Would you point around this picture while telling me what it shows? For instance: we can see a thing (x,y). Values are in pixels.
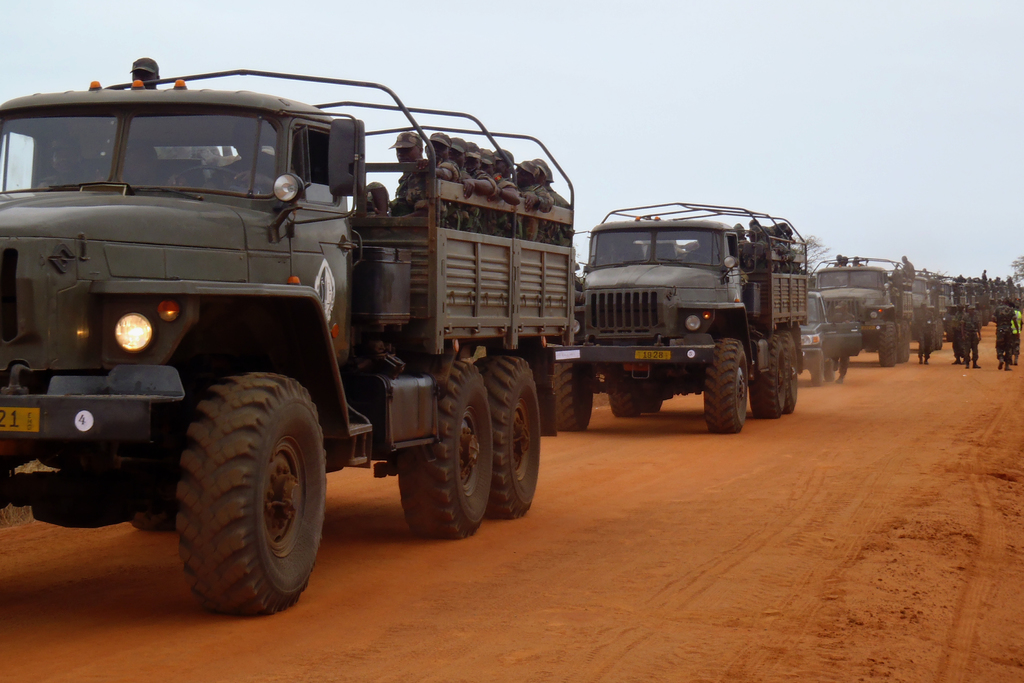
In this image there are a few people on the vehicles (578,303). Beside the vehicles (801,354) there are a few people (966,347) standing. At the bottom of the image (687,560) there is a sand (706,576). In the background of the image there are trees (1017,261). At the top of the image (796,62) there is sky (850,59).
